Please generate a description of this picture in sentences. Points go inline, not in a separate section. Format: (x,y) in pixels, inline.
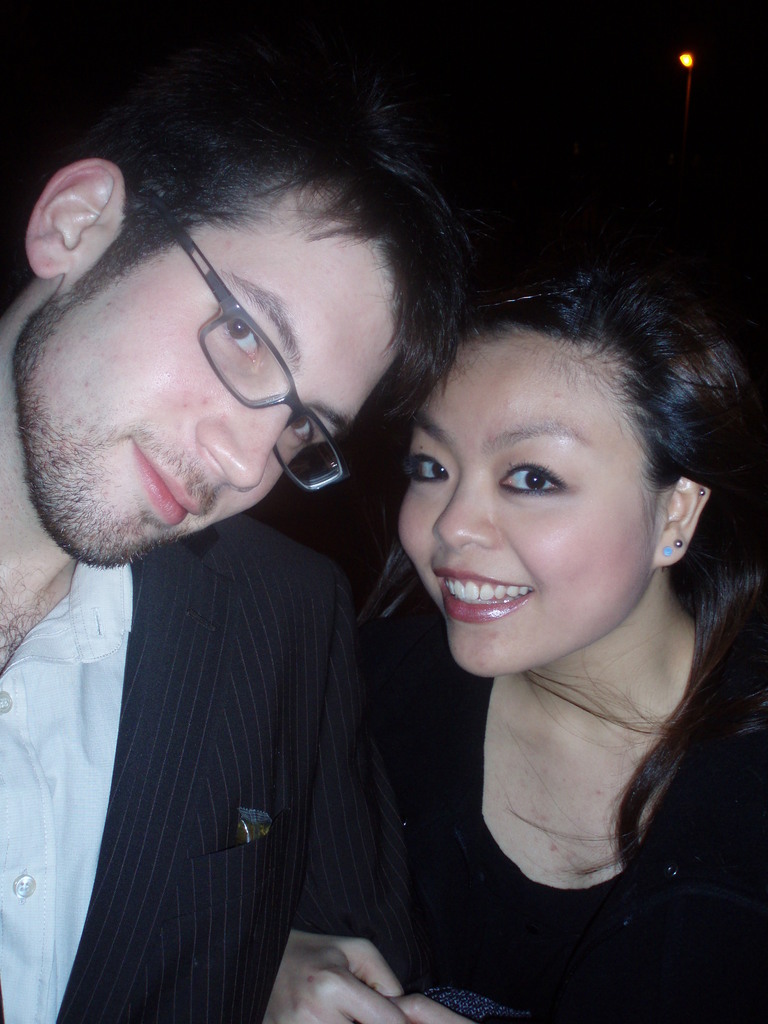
In this picture we can see a man (308,624) and a woman (635,759) smiling, a man (294,676) on the left side (195,645) wore spectacles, in the background (684,65) there is a light (689,73), we can see a dark background (562,78).
